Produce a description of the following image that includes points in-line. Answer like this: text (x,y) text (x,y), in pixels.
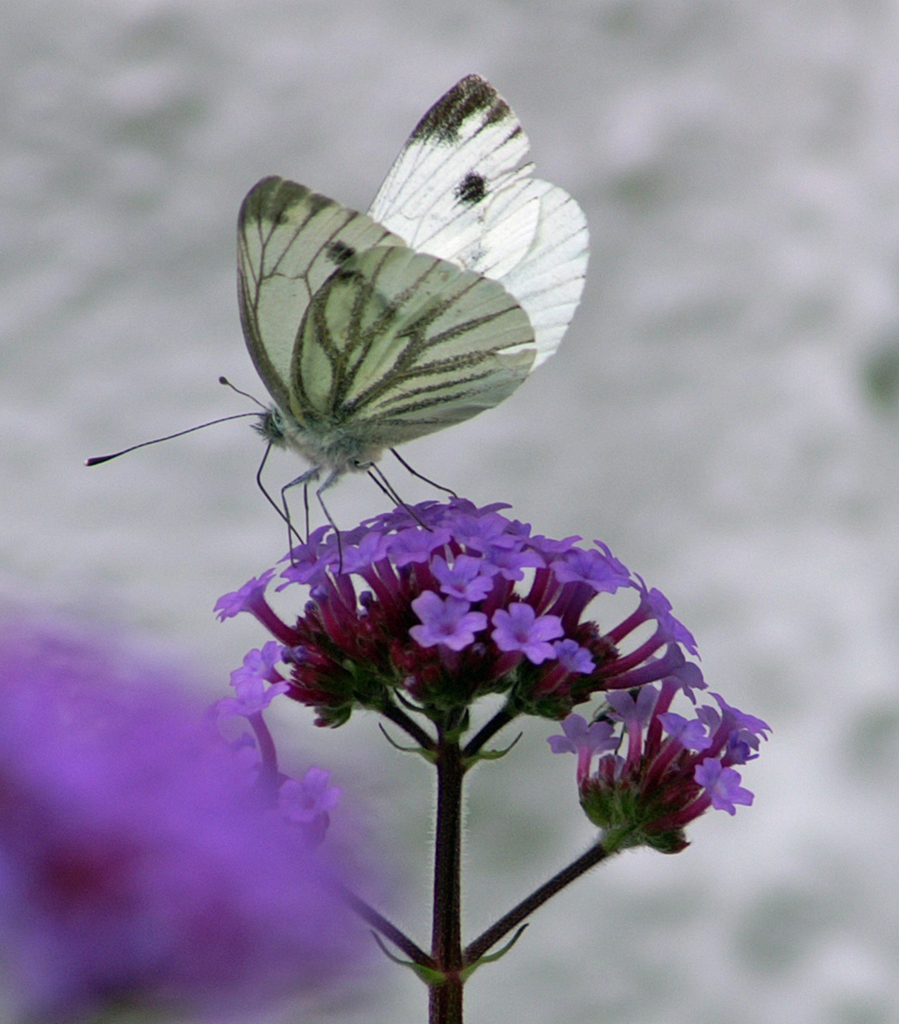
In this image there is a flower (439,623), on that flower (394,589) there is a butterfly (398,223).
